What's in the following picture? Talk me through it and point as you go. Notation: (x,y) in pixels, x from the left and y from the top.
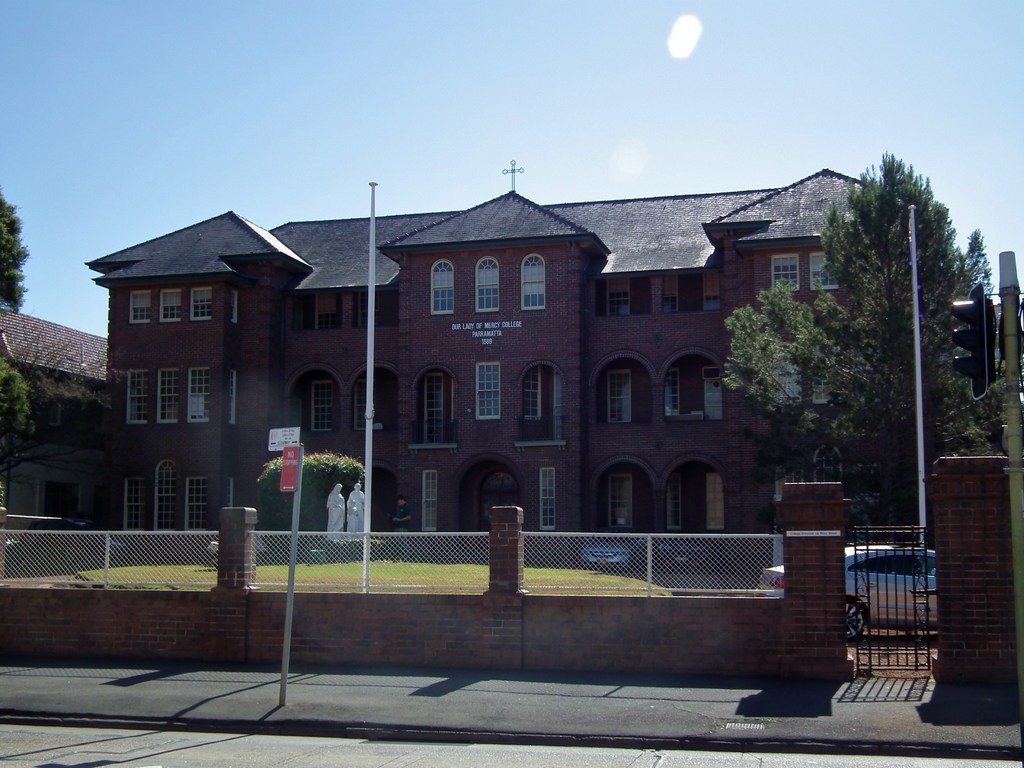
This picture shows couple of buildings (346,387) and we see trees (761,363) and couple of poles (921,492) and a fence (959,656) with a gate (904,526) and we see a car (848,601) parked and a sign board (294,489) on the sidewalk (12,673) and we see a clear sky (609,166).
